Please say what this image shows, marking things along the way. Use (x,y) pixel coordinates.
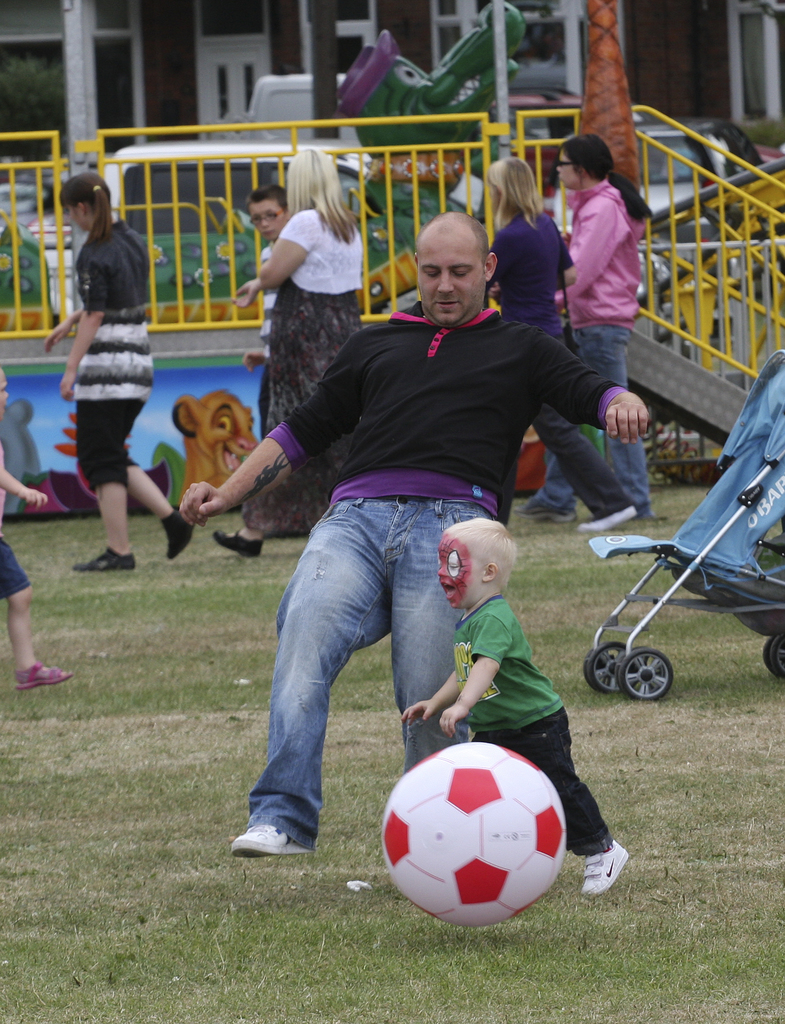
In this image there are group of persons (356,275) walking at the middle of the image (311,634) there is a person (423,723) and kid (478,645) who are playing with a ball (394,823).
